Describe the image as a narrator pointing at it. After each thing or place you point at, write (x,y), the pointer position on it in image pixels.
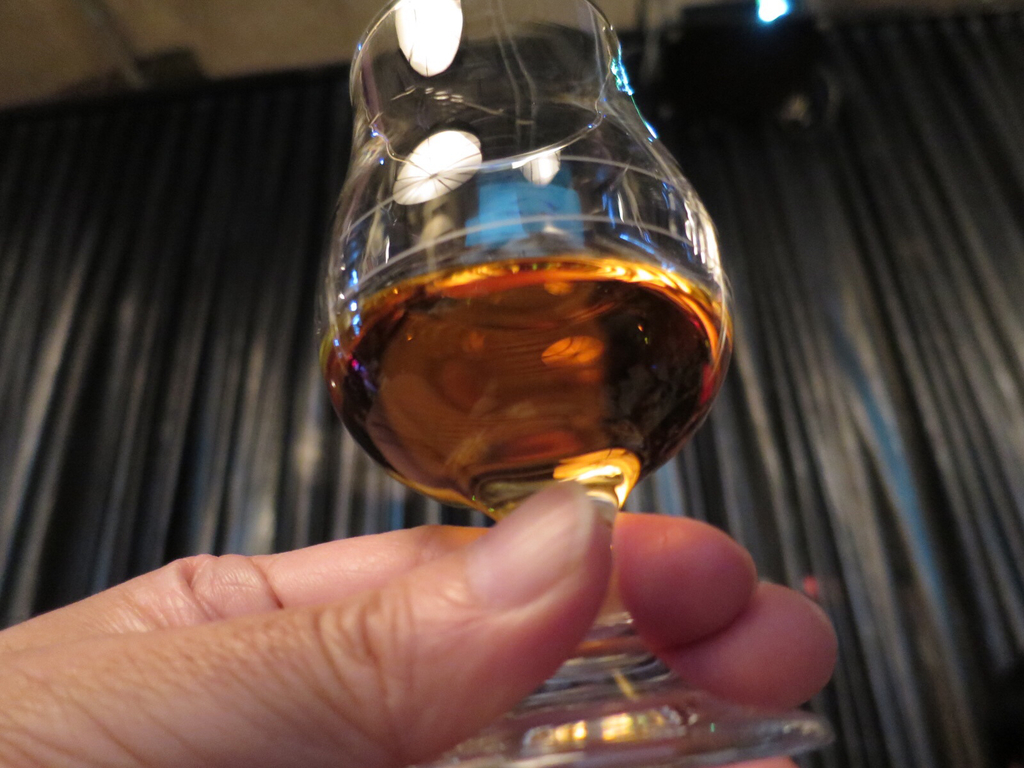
In this picture we can see a person's hand (265,610), this person (236,641) is holding a glass of drink (501,364), in the background (231,301) there are curtains (233,270).
